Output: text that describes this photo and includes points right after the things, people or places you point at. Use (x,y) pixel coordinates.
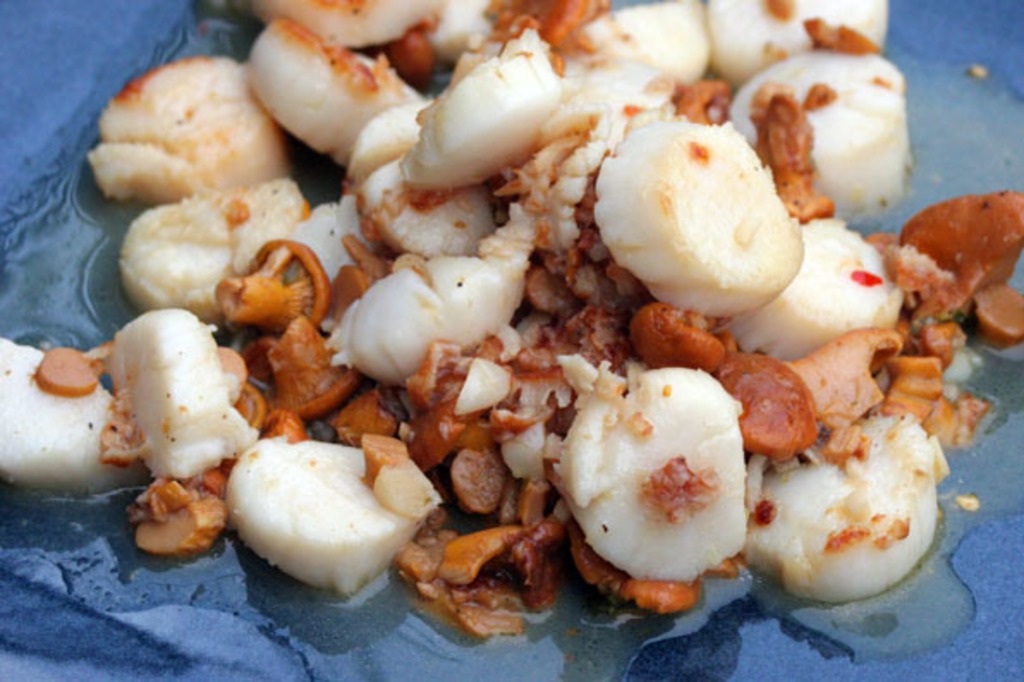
In this picture I can see food (830,367) in the plate (11,110).
